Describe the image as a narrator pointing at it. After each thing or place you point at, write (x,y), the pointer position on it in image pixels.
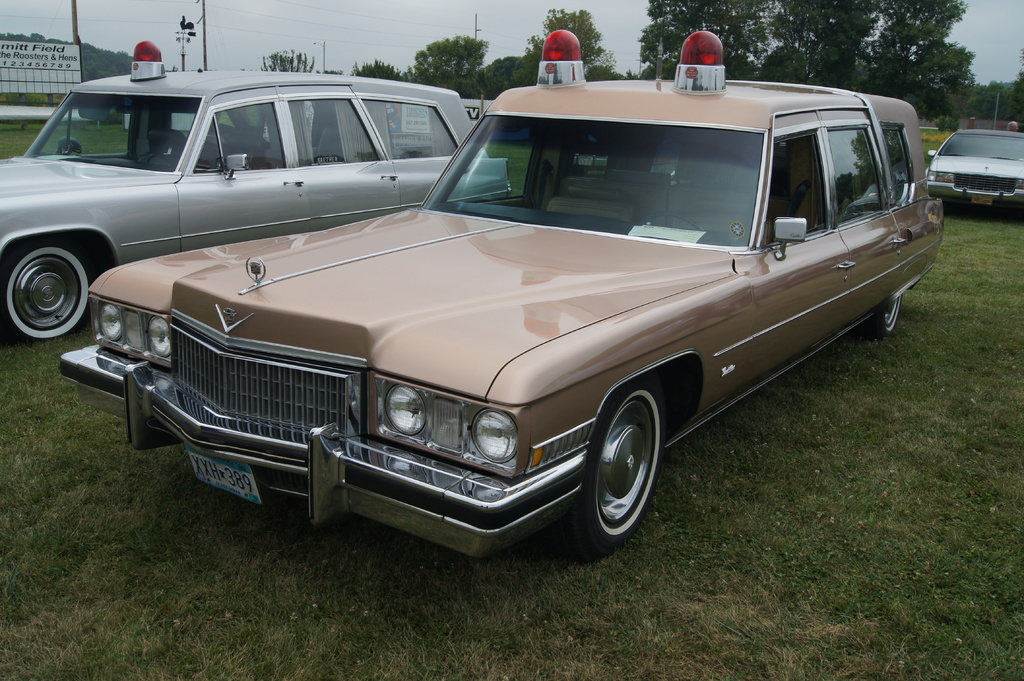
In this image we can see these cars (763,338) are parked on the grass (712,613). In the background (61,84), we can see the board (46,84), signal poles (182,56), wires (314,36), trees (429,46) and the sky (417,44).
